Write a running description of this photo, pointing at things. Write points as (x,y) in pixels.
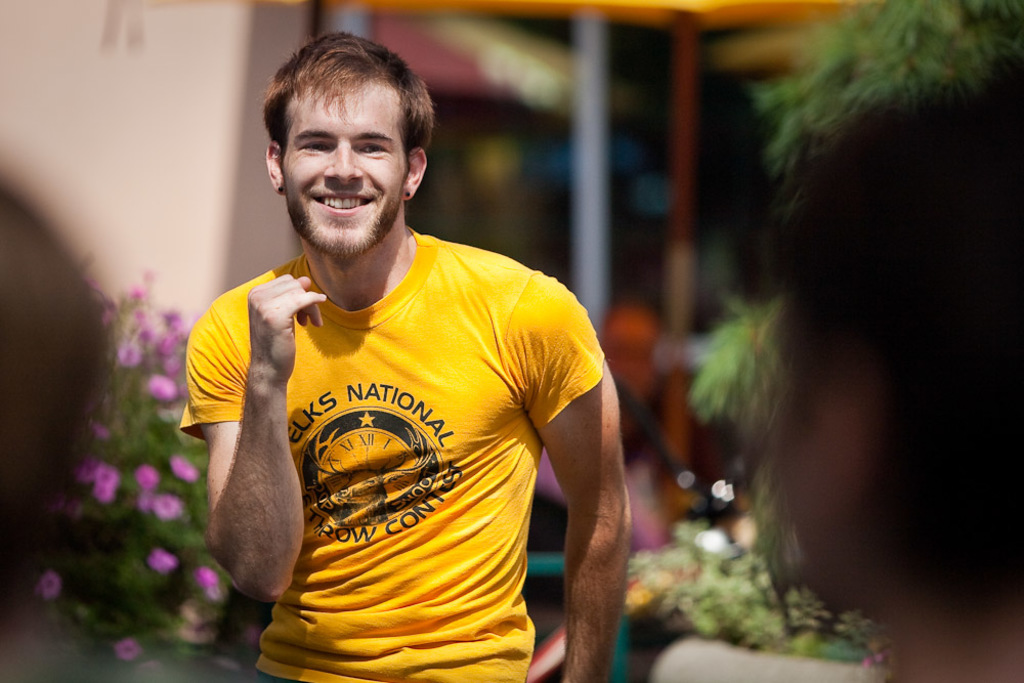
In the middle of the image (381,393) a man (418,479) is standing and smiling. Behind him there are some plants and flowers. Top left side of the image (104,226) there is a wall (271,16). Top right side of the image (920,47) there is a tree (932,43). Bottom of the image (966,516) few persons (956,564) are standing.
